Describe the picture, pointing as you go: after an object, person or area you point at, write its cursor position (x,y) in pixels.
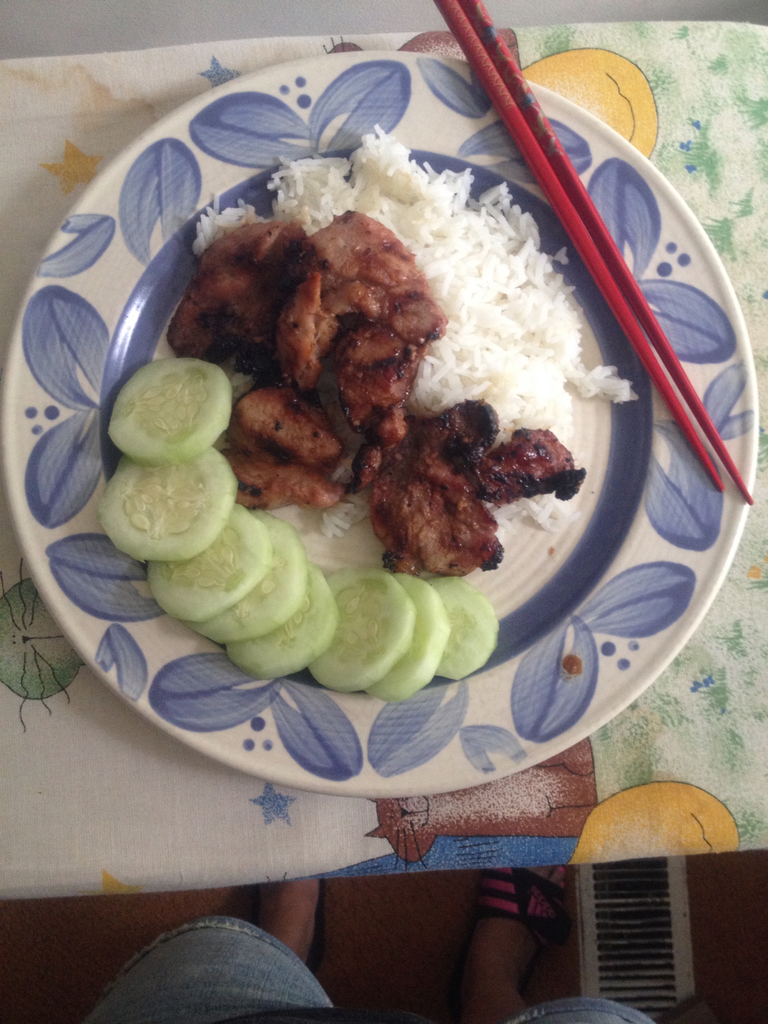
This is a zoomed in picture. In the center (267,679) there is a white and blue color platter (182,170) containing some food items (408,493) and two red color chopsticks (619,282) and the platter (603,701) is placed on the top of an object (574,36) seems to be a table (669,827). In the foreground (568,992) there is a person (228,937) sitting.
